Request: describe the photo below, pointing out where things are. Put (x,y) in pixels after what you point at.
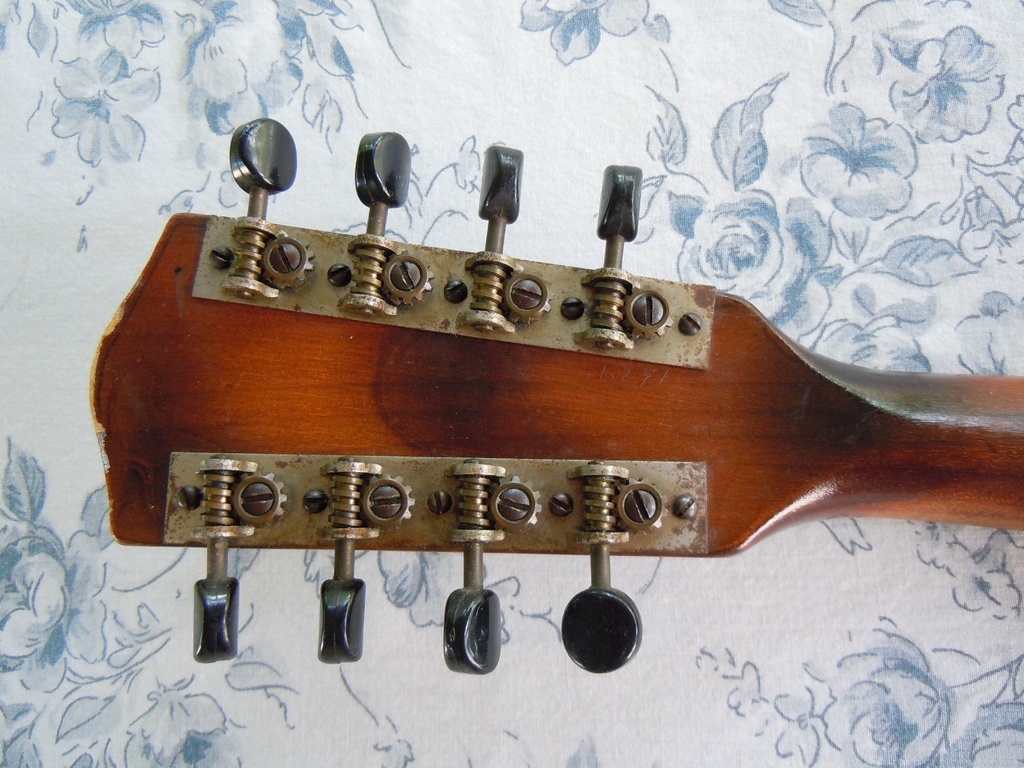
In this picture I can observe headstock (406,358) of a guitar (512,358). There are tuners (630,326) which are in black color. The background (317,204) is in white color and I can observe blue color design (816,234) on the white color background (24,603).
